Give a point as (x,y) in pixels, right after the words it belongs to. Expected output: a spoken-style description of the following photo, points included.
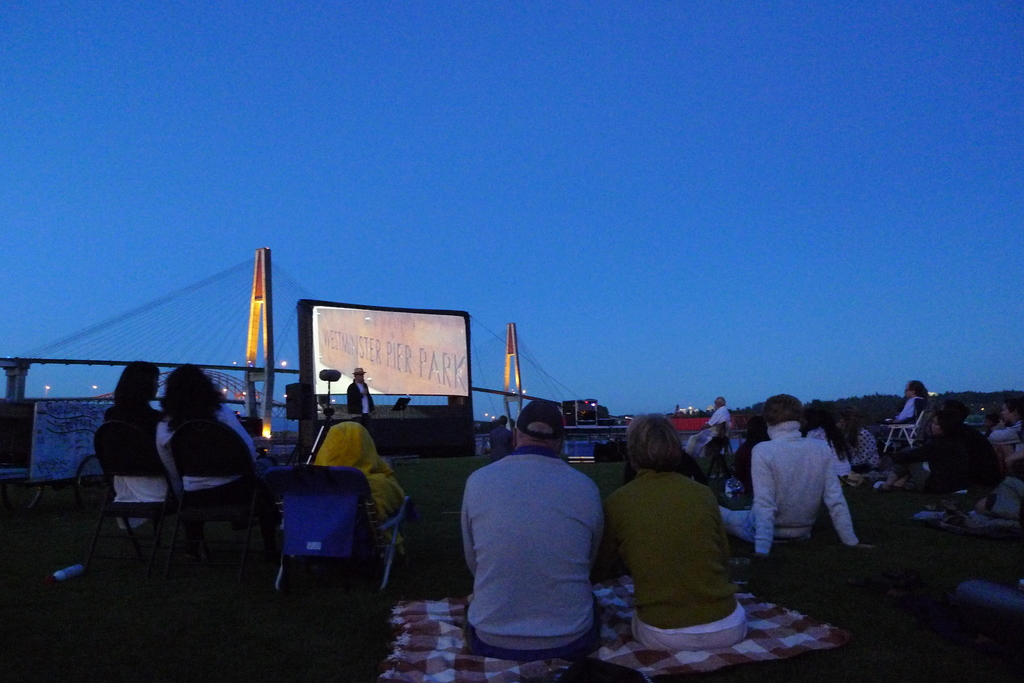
In this image we can see some people (537,618) sitting on the ground (888,678) and some are sitting on a chair (217,434). In the background (367,355), we can see a person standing and in front of him there is a stand (399,404) with a book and there is a screen (386,349). We can also see a bridge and the sky (625,260).
